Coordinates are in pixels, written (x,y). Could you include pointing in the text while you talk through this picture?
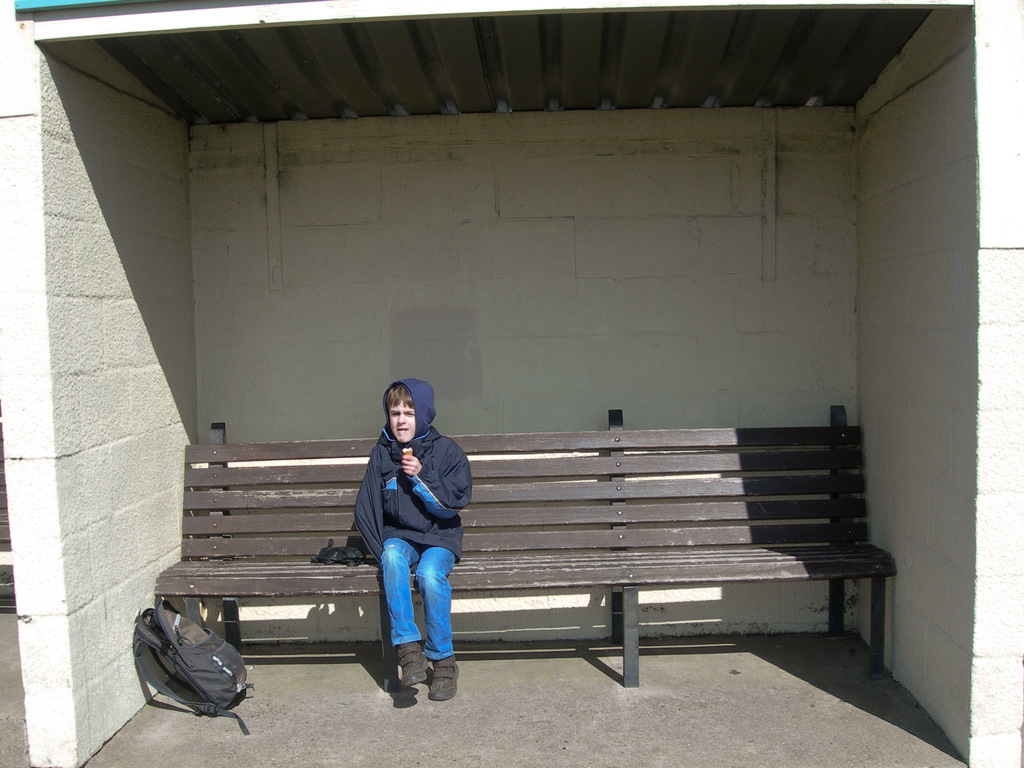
In the image there is a bus stop (774,449) and there is a bench (625,531) on which a boy (419,562) sat with a hoodie (405,471) and there is a bag (208,671) at left side (202,657) corner of the bench (187,598).
